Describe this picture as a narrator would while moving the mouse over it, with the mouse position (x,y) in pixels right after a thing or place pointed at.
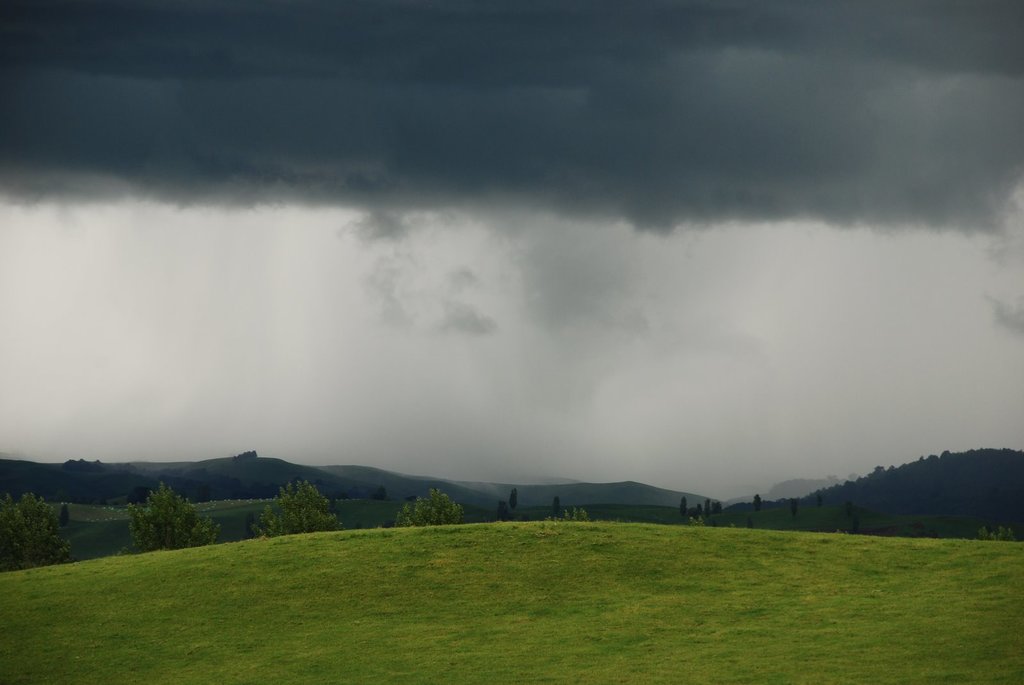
In this image we can see sky (286,221) with clouds (132,405), hills (374,489), trees (65,553) and ground (633,572).
